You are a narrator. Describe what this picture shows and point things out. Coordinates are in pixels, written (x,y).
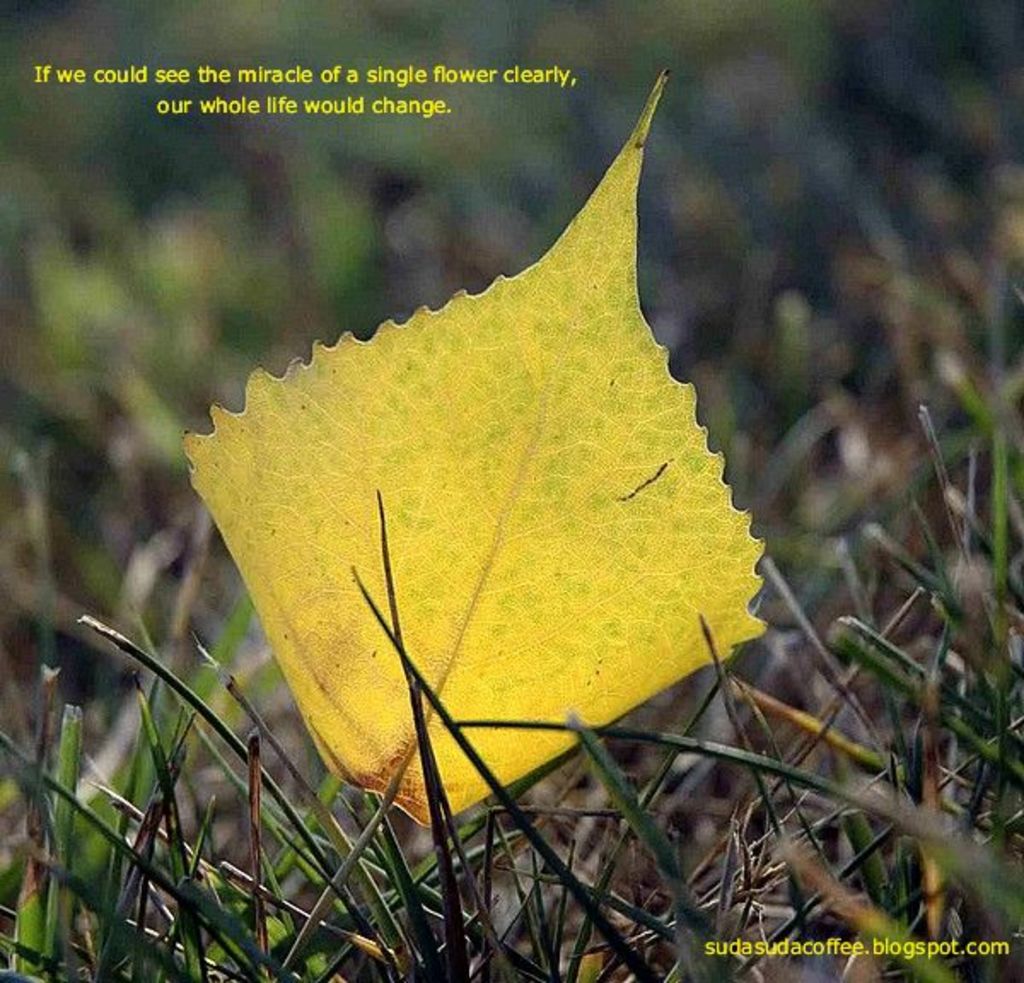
In this image in the center (505,477) there is one leaf (441,617) and at the bottom (810,763) there are plants (784,888), and at the top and bottom of the image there is text (37,75).
